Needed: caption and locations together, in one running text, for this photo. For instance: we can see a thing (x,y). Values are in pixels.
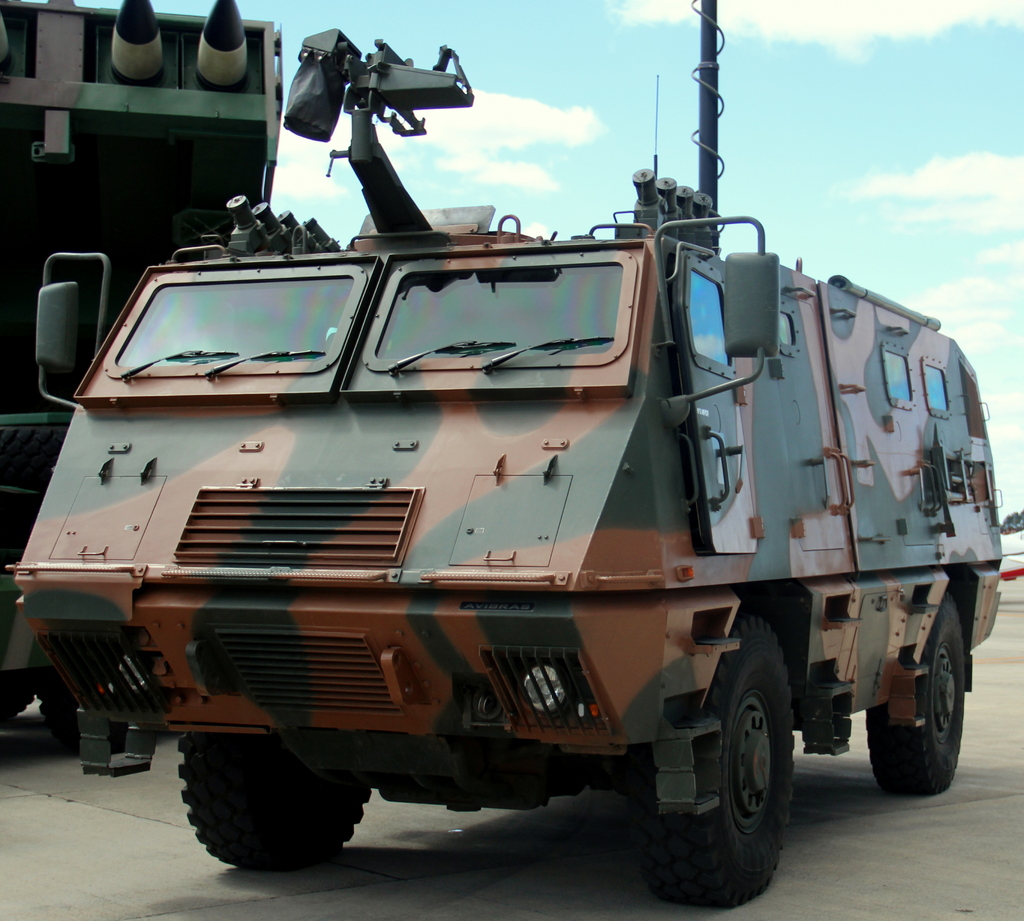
In this picture we can see a vehicle (717,703) on the ground (802,852), some objects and in the background (560,161) we can see the sky (754,106) with clouds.
